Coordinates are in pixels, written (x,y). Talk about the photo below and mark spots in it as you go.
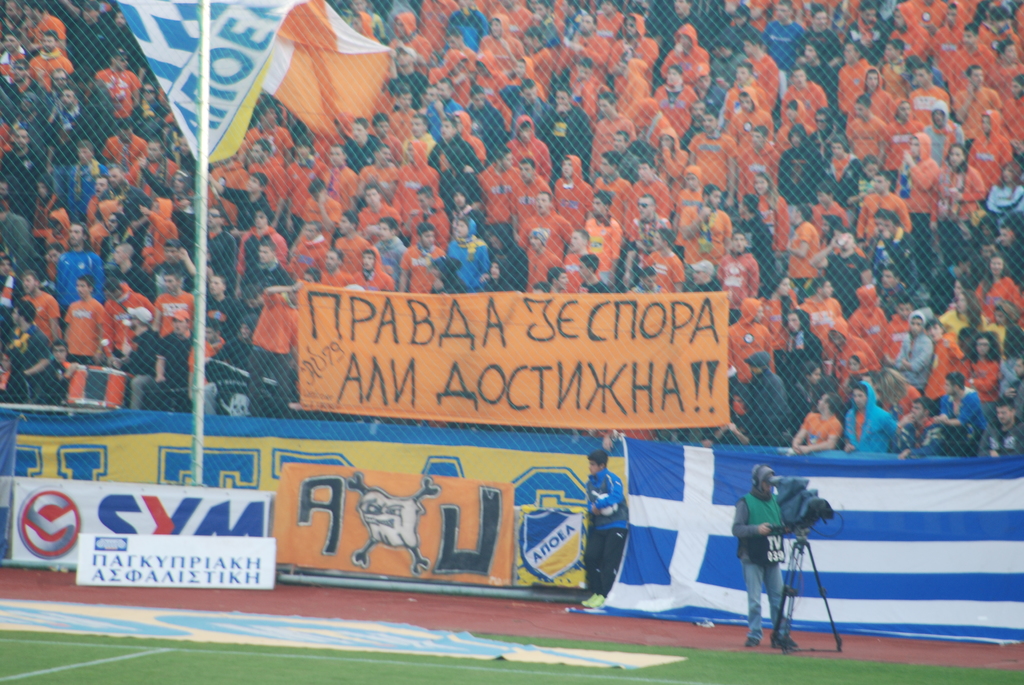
This is the picture of a stadium (681,379). In the foreground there is a person (746,496) standing and holding the camera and there is a person (617,496) standing. At the back (553,246) there are group of people (566,179) standing in the stadium (860,213) behind the fence (595,211) and there are group of people (331,277) holding the banner (389,350). On the left side of the image (182,8) there is a flag (222,61) and hoarding (118,491). At the bottom (485,575) there are hoardings (256,505) and there is a flag (723,500). At the bottom (40,648) there is grass (321,672).
